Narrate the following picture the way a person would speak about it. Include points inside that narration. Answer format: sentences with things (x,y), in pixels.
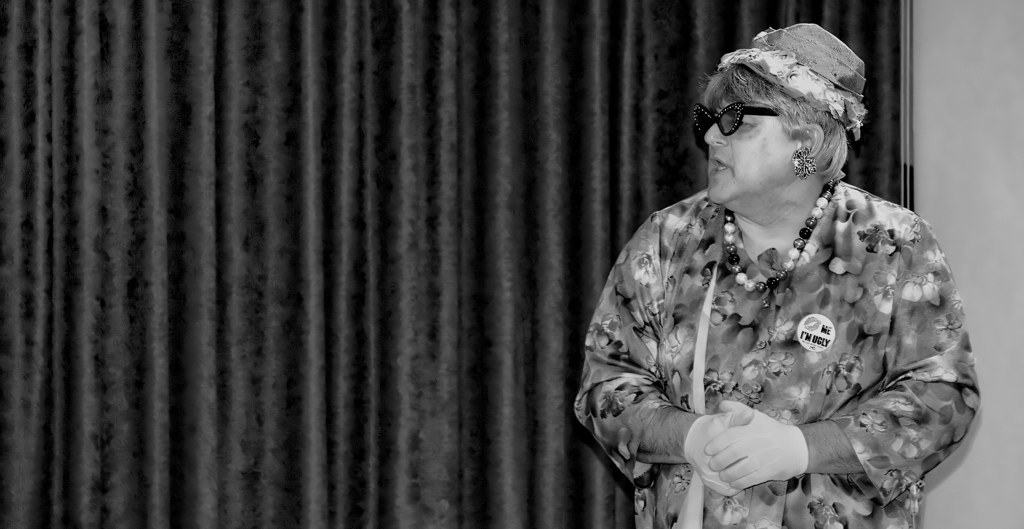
In the image we can see there is a person (786,247) standing and there is a badge (821,340) on the person's jacket (803,361). The person (799,320) is wearing beads necklace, sunglasses (726,128) and hat (828,84). Behind there is a curtain (504,280) and the image is in black and white colour.
